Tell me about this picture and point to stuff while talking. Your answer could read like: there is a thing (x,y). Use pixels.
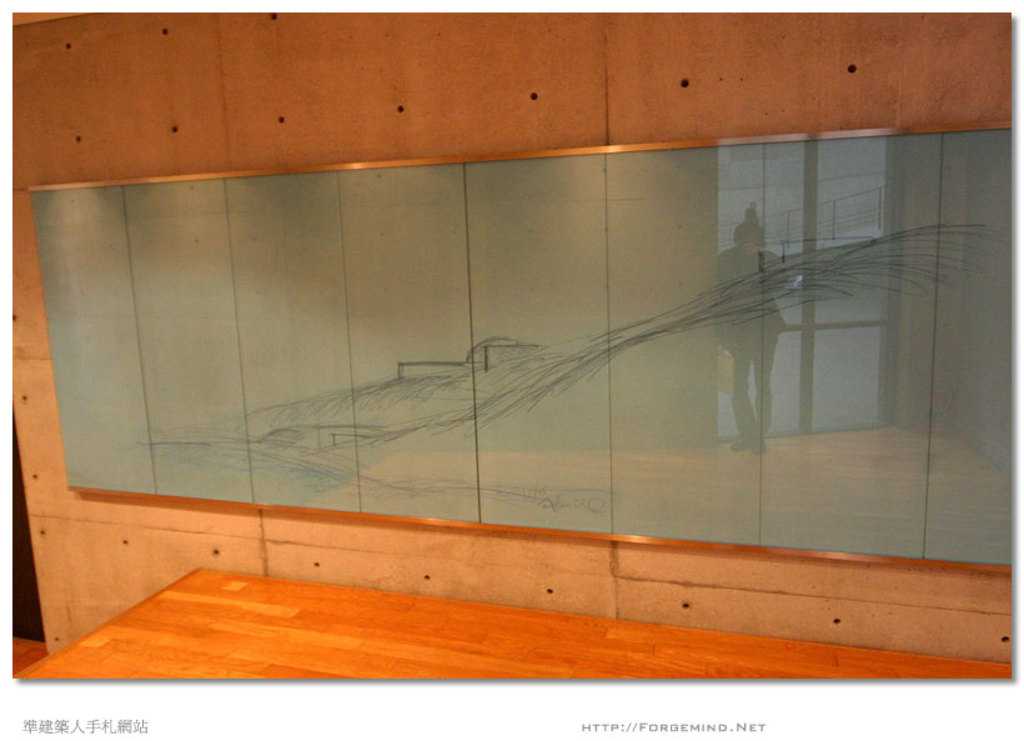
In this picture we can see a table (231,585), glass board (93,447) on the wall (509,51) and on this glass board (794,230) we can see a reflection (795,284) of a person (773,274) standing on the floor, fence (802,231), doors (812,273).
